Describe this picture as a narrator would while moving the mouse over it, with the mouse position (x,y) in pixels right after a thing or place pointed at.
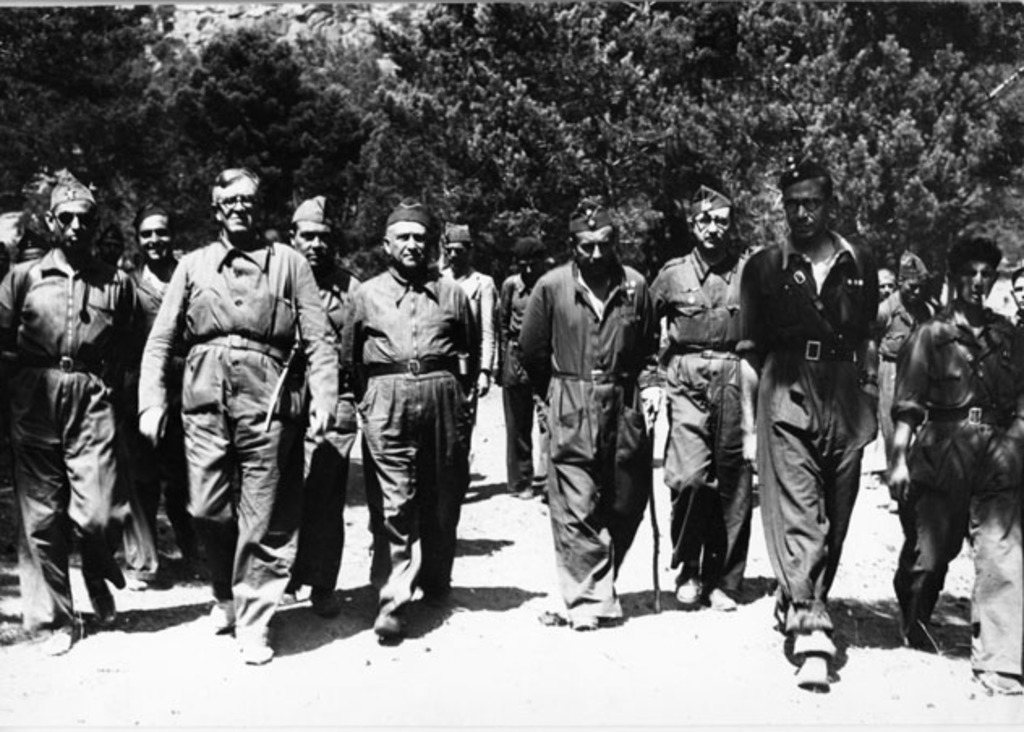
In this image I can see a group of people (998,642) are walking, they wore coats (552,344), caps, shoes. Behind them there are trees (422,151), this image is in black and white color.
